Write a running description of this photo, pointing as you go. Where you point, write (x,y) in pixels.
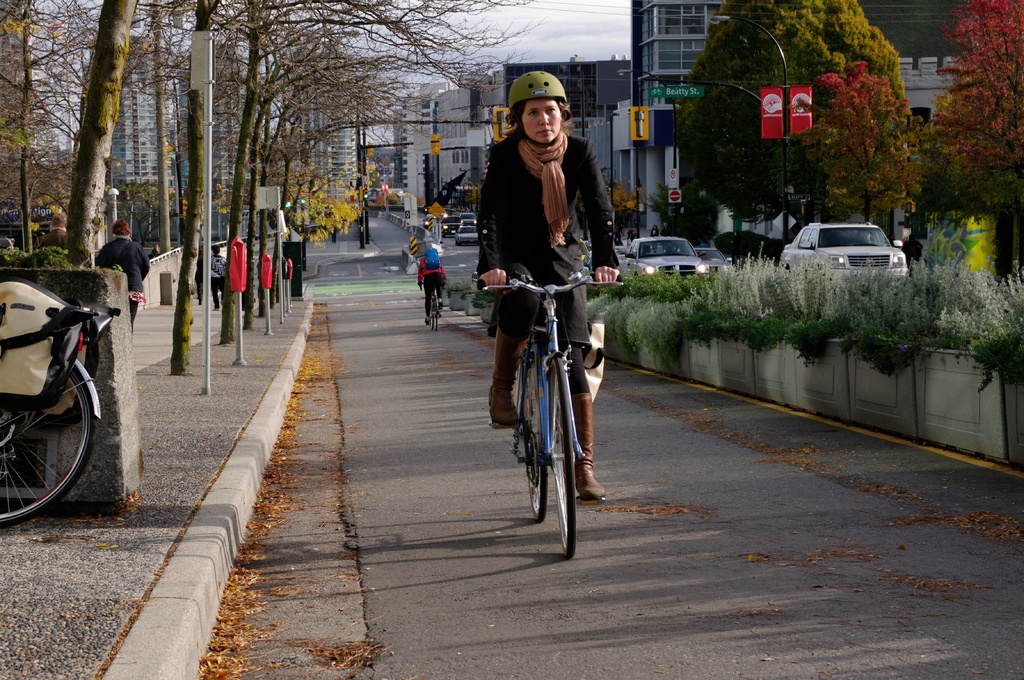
In this image I can see a woman (554,267) is cycling her cycle (620,284). I can also see she is wearing a helmet (558,96). In the background (179,290) I can see few more people (133,255), vehicles (656,273), trees (745,127), street lights (660,82) and number of buildings (439,114).
